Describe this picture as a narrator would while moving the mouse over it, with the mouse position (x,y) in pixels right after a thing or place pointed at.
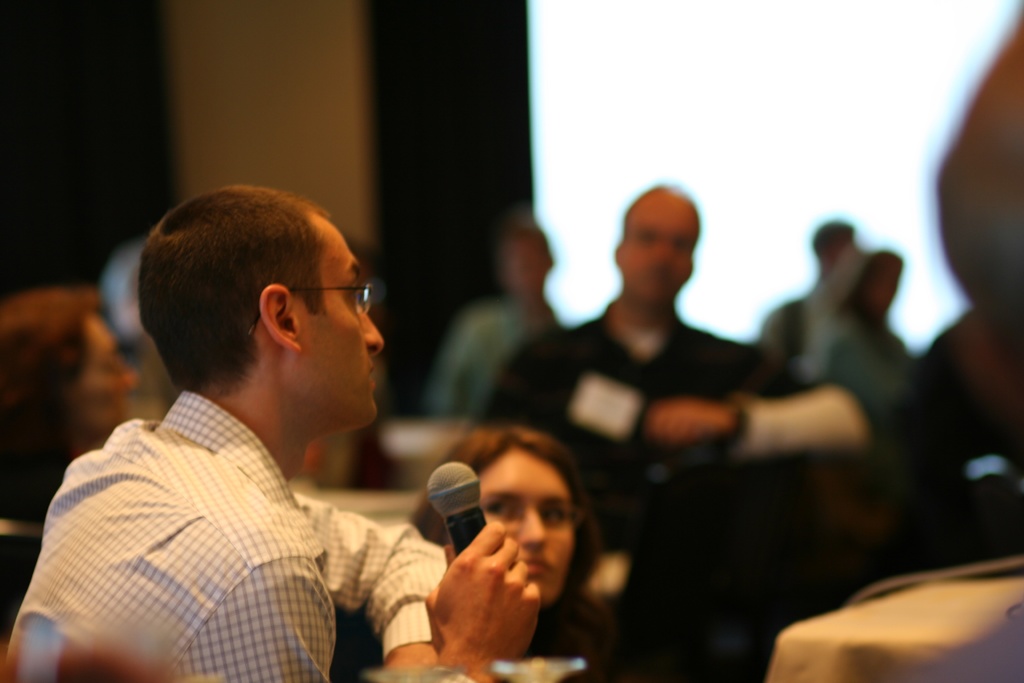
In front of the picture, we see a man (240,417) in the white shirt (123,471) is sitting on the chair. He is holding a microphone (443,478) in his hand (458,591). Beside him, we see many people (494,393) are sitting on the chairs (709,476). In the background (224,37), we see a wall (298,37). This picture is blurred in the background (612,297).
